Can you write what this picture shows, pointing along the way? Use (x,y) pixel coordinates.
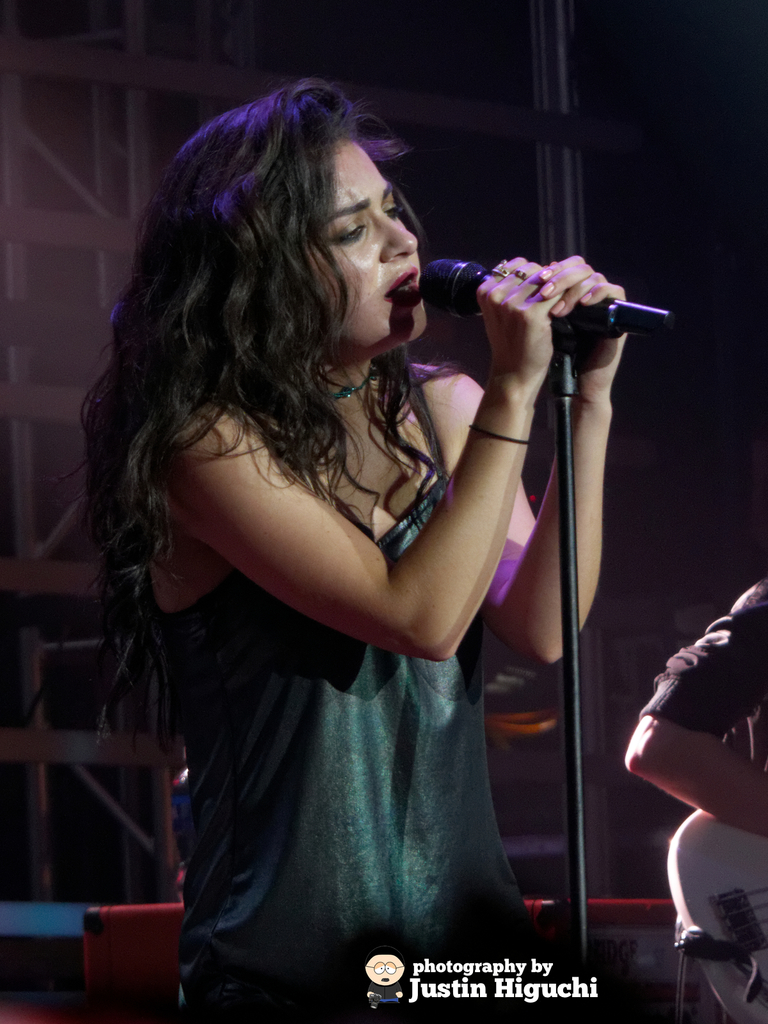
In this picture we can see a girl (350,761) wearing a green top (373,714) is singing on the microphone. Beside there a half image of the boy (671,699) who is sitting and playing the white guitar (689,853). Behind there is a pipes frame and in the front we can see some quote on the bottom side of the image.
